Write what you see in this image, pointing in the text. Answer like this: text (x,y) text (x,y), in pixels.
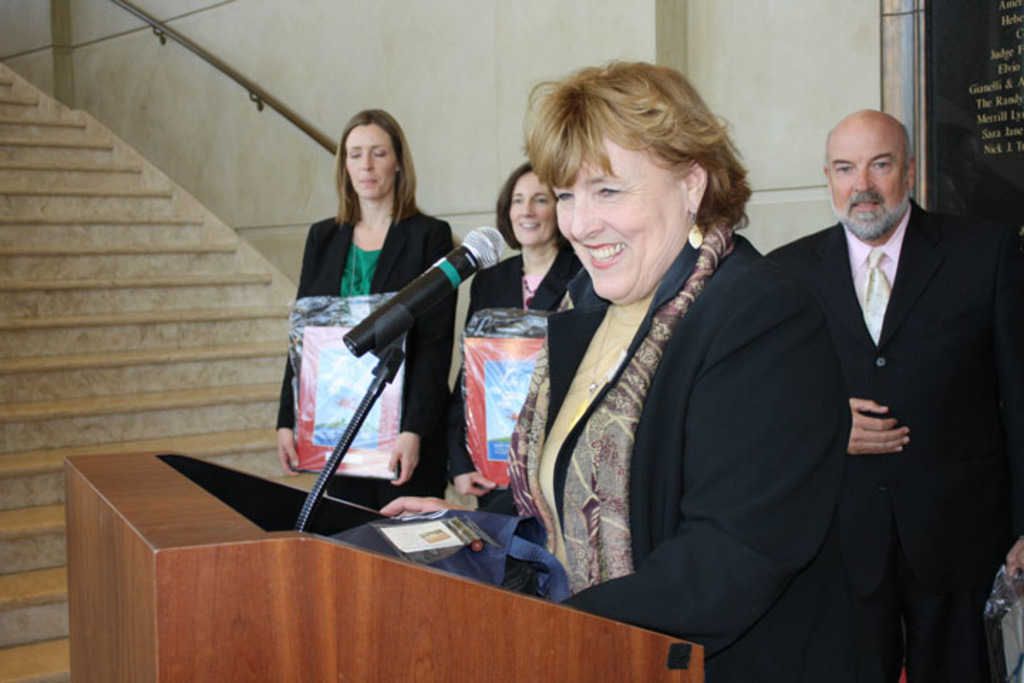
This picture describes about group of people (545,242), in the middle of the given image we can see a woman (563,371), she is smiling, and she is standing in front of the podium (364,578), in front of her we can see a microphone (432,279), in the background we can see stairs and a metal rod (291,119).
